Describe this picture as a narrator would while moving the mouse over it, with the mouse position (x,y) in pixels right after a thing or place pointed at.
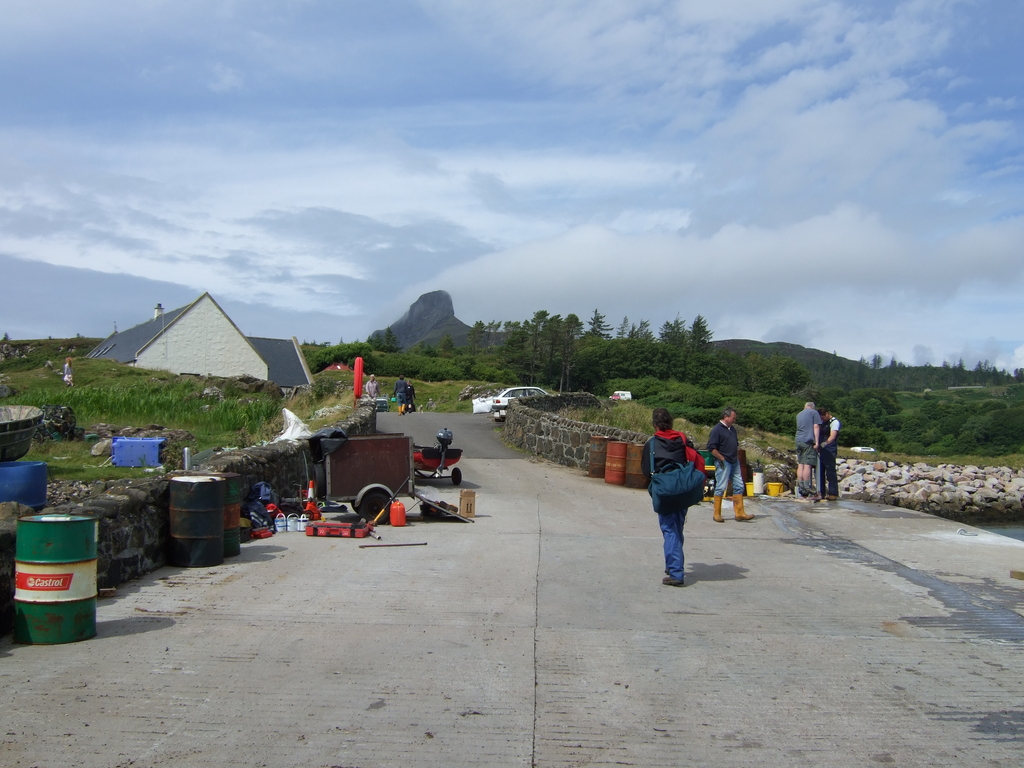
In this picture, we can see a few people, the road (439,595) and some objects (73,584) on the road (296,630), we can see the house (274,375), plants (54,398), trees (567,382), stone (515,435) and the sky (646,287) with clouds (426,210).
